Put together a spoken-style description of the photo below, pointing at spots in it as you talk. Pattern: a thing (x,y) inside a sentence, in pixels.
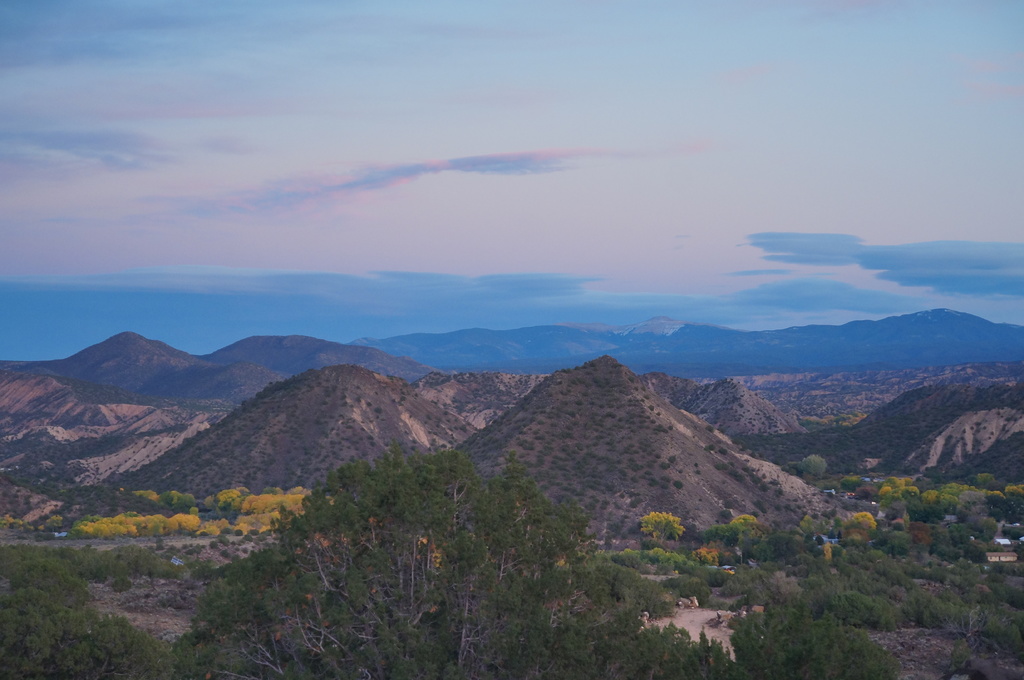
In the image we can see hills (376,438), trees (512,589) and the cloudy pale blue and pale purple sky (555,203).
